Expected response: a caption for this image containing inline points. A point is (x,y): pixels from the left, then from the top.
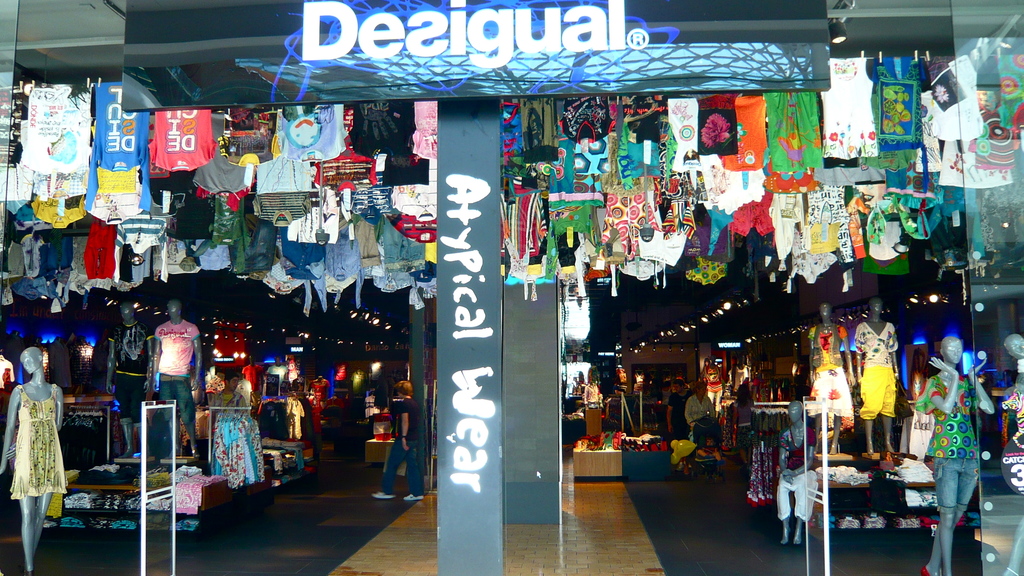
As we can see in the image there is a banner (612,2), clothes (821,353), a person (401,428) walking over here and there are statues (27,369).
